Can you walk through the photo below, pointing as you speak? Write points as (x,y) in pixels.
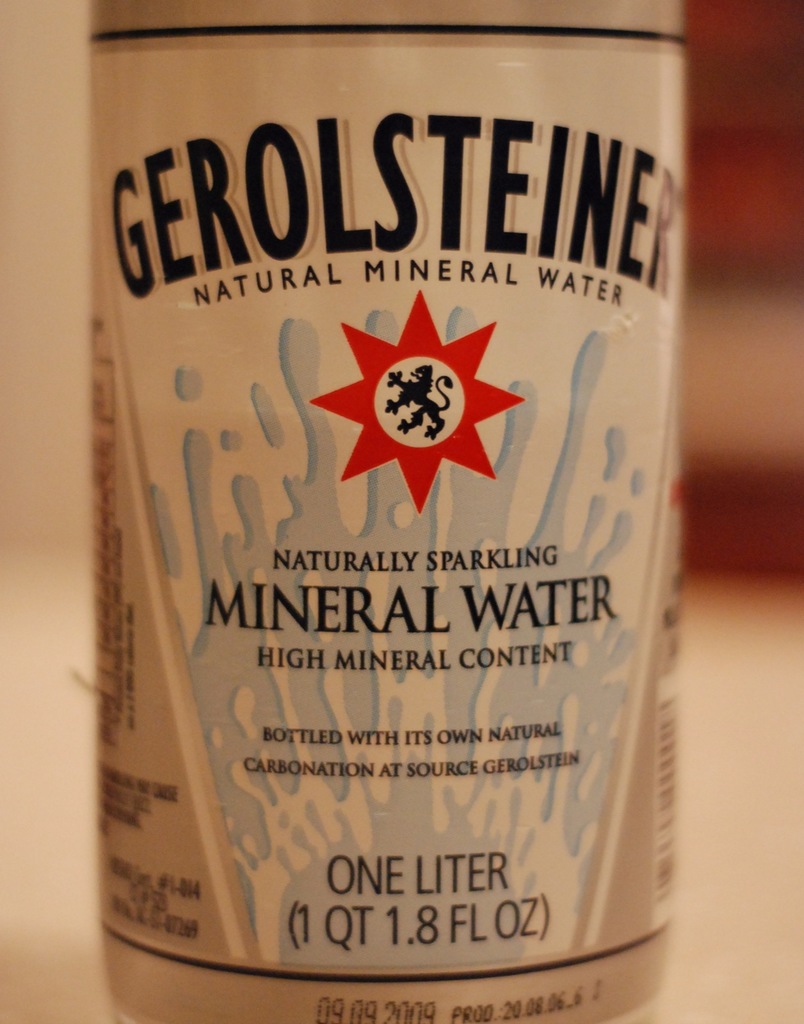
In the center of the image (285,565) we can see one bottle (458,201). On the bottle (552,680), we can see some text (448,218). In the background (41,301), we can see it is blurred.
